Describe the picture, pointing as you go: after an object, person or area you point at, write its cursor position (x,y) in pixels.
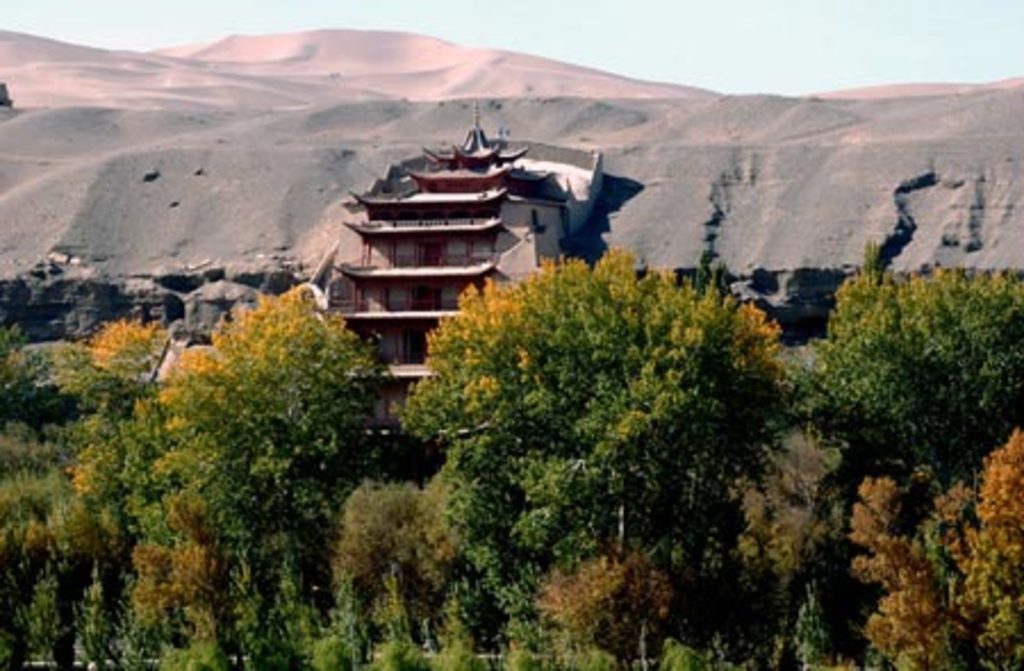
In this image we can see some trees (505,487) and in the background of the image (355,193) we can see building (391,240) there are some mountains (331,148), clear sky (755,34).
